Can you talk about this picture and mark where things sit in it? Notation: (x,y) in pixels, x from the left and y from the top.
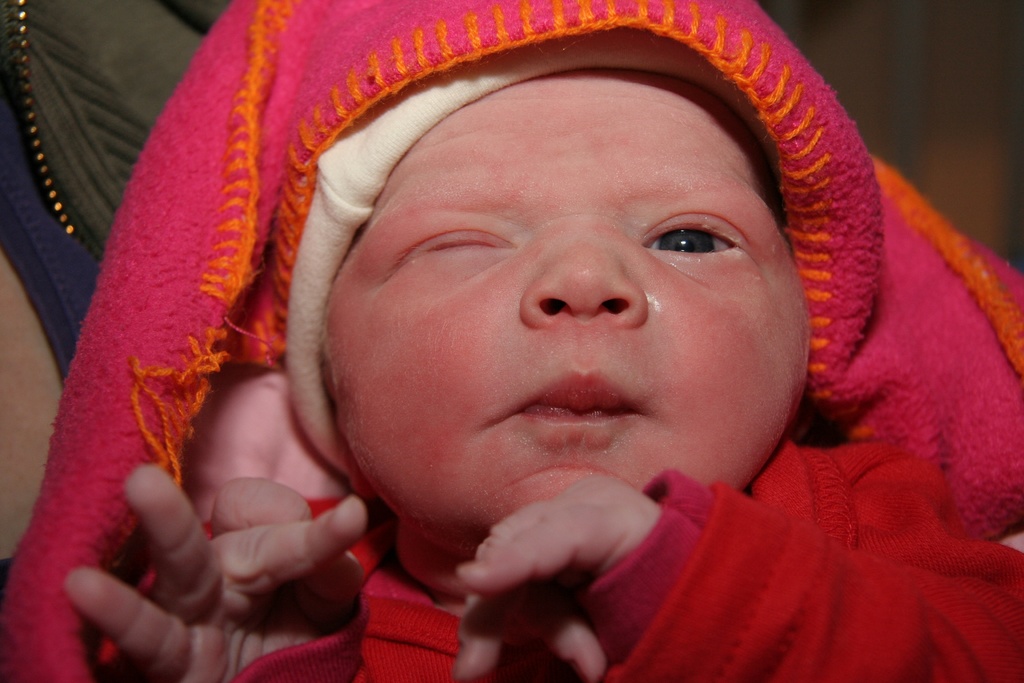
In the foreground of this image (517,184), there is a baby (318,451) carrying by a person (62,202) and the baby (442,331) is with one eye (467,238) closed.
